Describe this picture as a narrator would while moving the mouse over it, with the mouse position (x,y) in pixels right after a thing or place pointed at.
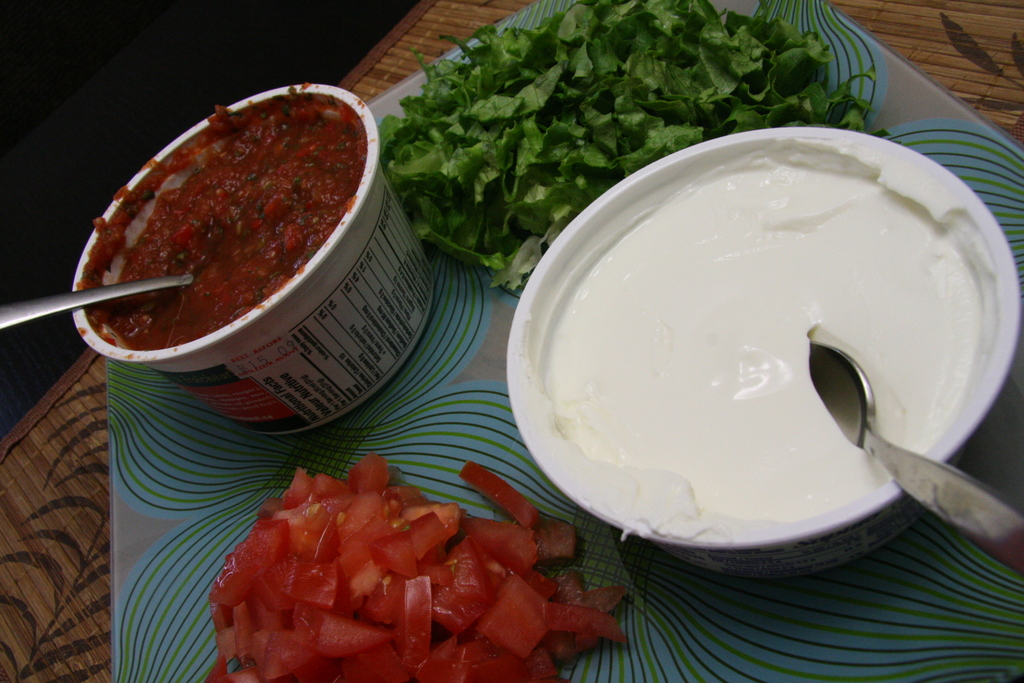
In the center of the image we can see one table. On the table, we can see one plate (134,501). In the plate (123,507), we can see plastic bowls (363,365), tomato slices (378,545) and leafy vegetables (657,144). In the bowls (688,176), we can see the spoons (817,356), curd (659,342) and some food items (329,191).
